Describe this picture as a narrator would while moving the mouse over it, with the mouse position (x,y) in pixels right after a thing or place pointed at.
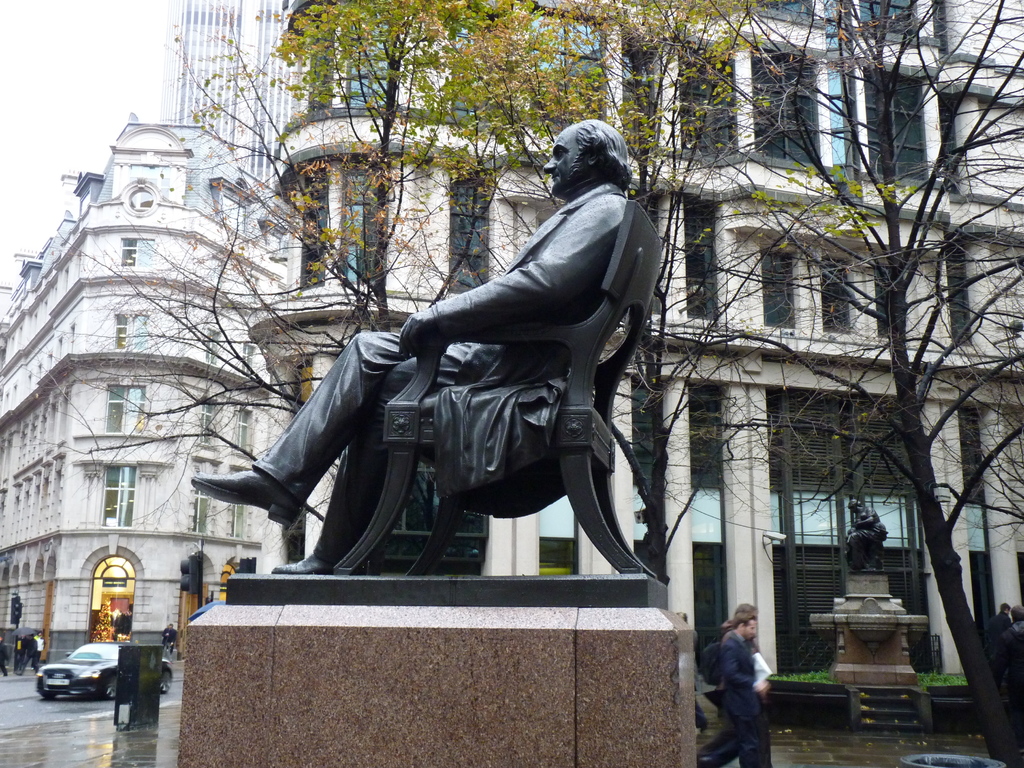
In this image in the middle (510,289) there is a statue (564,227) of a man (365,372) sitting on chair (439,521). In the background (421,497) there are trees (578,107) buildings (208,252). Here there is another statue (873,520). On the road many people (741,690) are walking. Few vehicles (74,660) are moving on the road (2,683).
